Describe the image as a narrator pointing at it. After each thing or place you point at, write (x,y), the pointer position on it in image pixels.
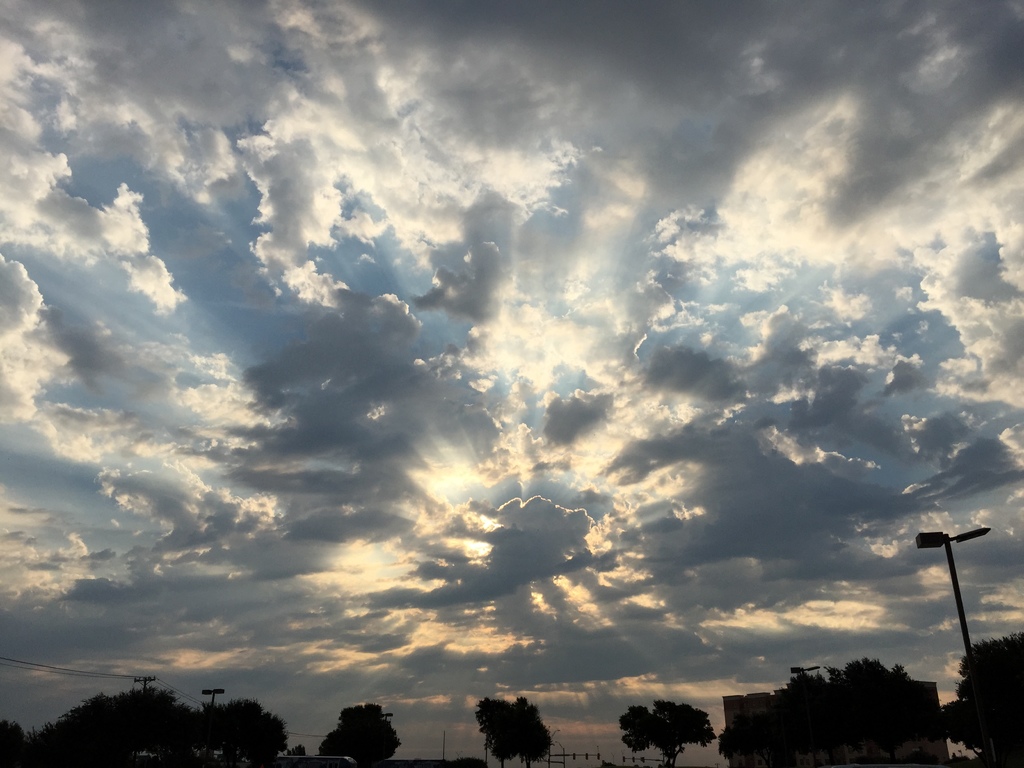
This image is taken outdoors. In this image there is a sky (459,406) with clouds (598,485). At the bottom of the image (234,729) there are a few trees (786,733) and a few poles (967,627) with street lights (961,536).
